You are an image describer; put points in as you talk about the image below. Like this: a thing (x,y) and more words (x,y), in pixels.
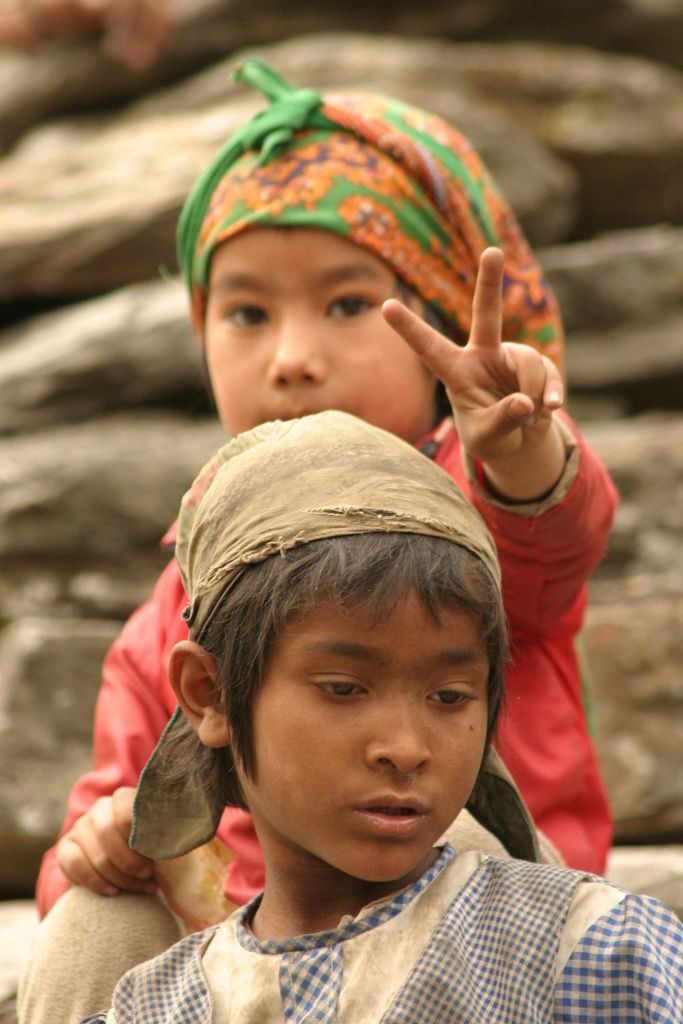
In this image in the foreground (302,259) there two boys (275,381) visible, in the background (15,639) may be there are some stones (105,129) visible.
